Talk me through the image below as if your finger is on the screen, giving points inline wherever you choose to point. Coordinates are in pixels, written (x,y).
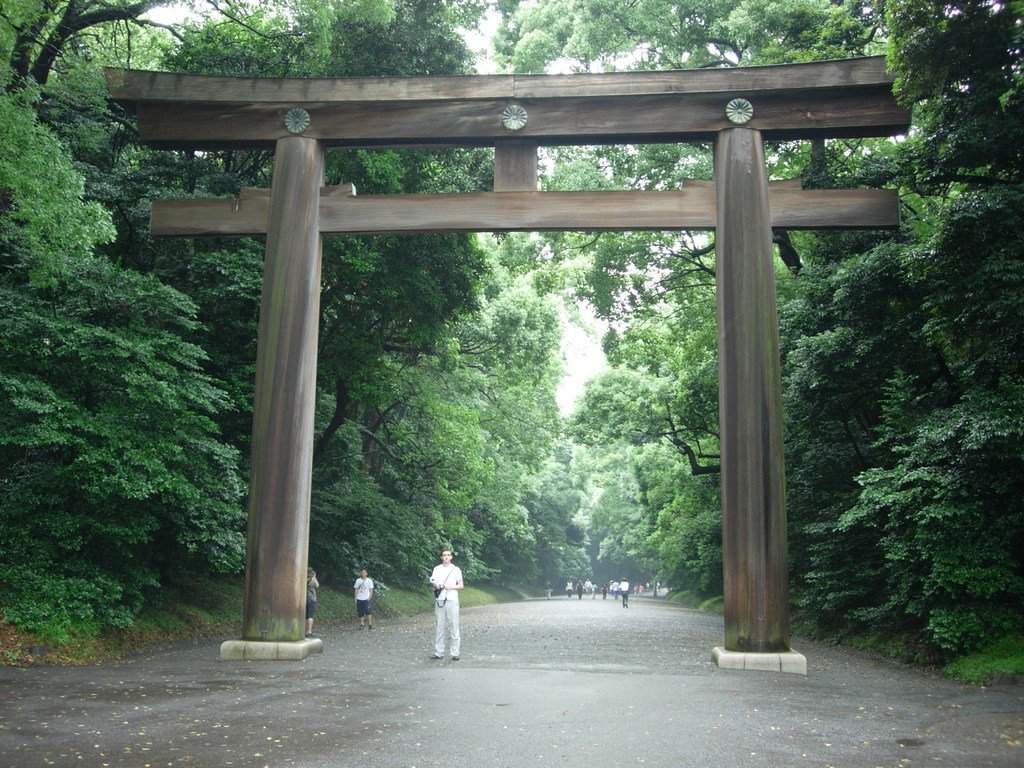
In the image in the center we can see one torii gate (283,108) and few people (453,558) were standing on the road (512,640). And few people (587,590) were holding some objects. In the background (484,410) we can see sky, clouds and trees (589,39).
